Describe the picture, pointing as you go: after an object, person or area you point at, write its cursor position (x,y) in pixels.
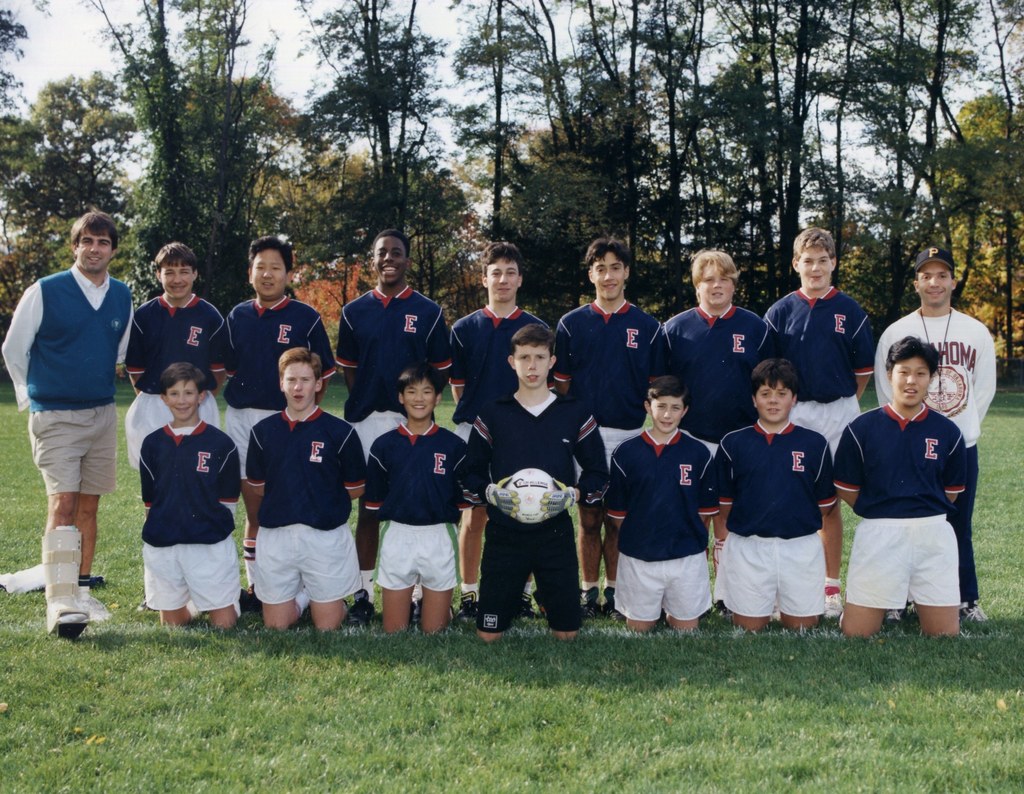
In the center of the image (549,360) there is a person (518,525) holding the ball (538,496). Beside him there are a few other people (603,551). At the bottom of the image (557,764) there is grass (525,724) on the surface (411,721). In the background of the image (588,127) there are trees (643,74) and sky (921,96).
